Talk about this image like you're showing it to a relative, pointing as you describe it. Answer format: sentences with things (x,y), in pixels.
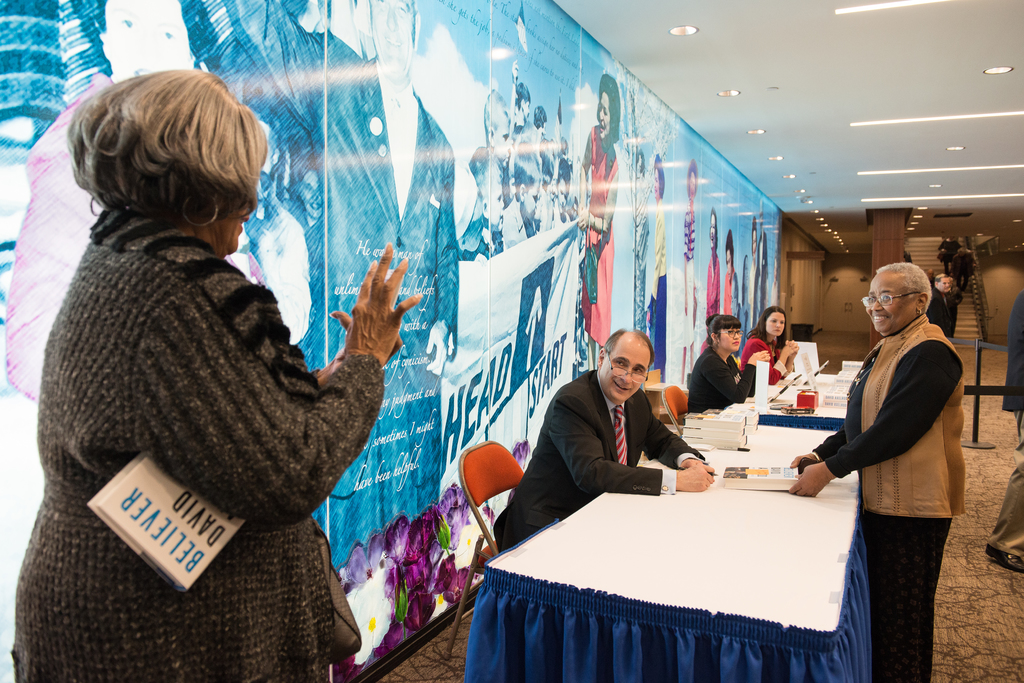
In this image on the left side (147,391) we can see a person (180,177) is standing and holding a book (127,521) under the arm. We can see few persons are sitting on the chairs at the tables (737,465) and a person (940,467) is standing and holding books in the hands (813,458). On the tables (815,540) we can see books (747,469) and objects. There are big posters (518,198) on the glasses (673,112). In the background (948,300) we can see few persons (932,311), lights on the ceiling (847,6) and other objects (972,320).
